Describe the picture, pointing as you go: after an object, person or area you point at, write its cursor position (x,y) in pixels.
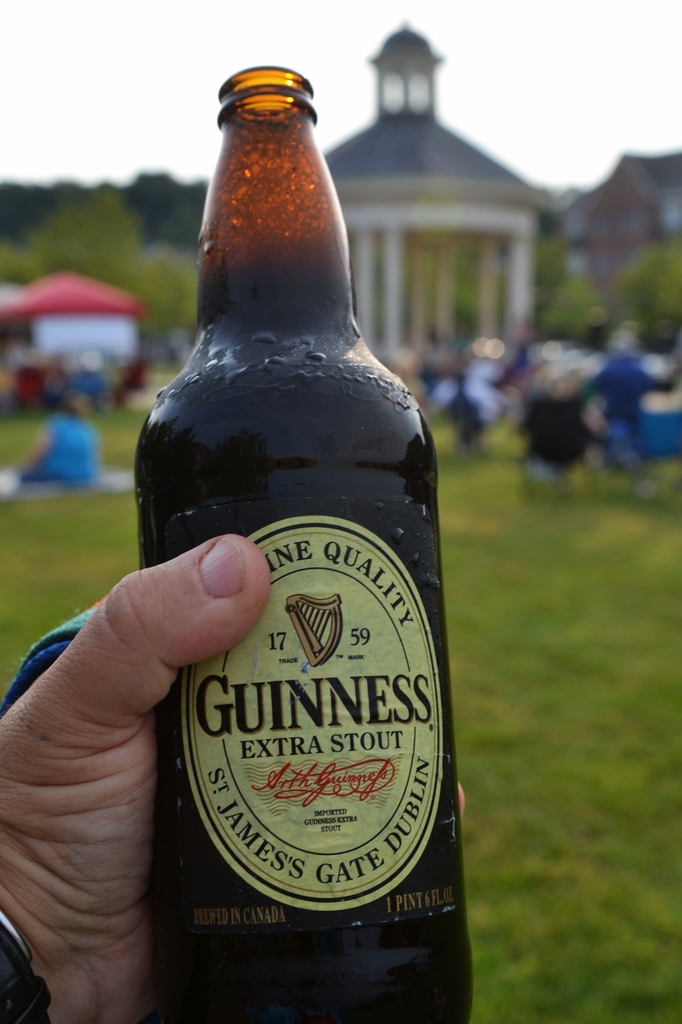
In this picture we can see bottle (216,657) with drink (222,451) in it where it is hold by some persons hand (163,669) and in background (403,310) we can see house (406,140), some persons (573,382), trees (153,267), sky (254,45), grass (583,681) and it is blur.
